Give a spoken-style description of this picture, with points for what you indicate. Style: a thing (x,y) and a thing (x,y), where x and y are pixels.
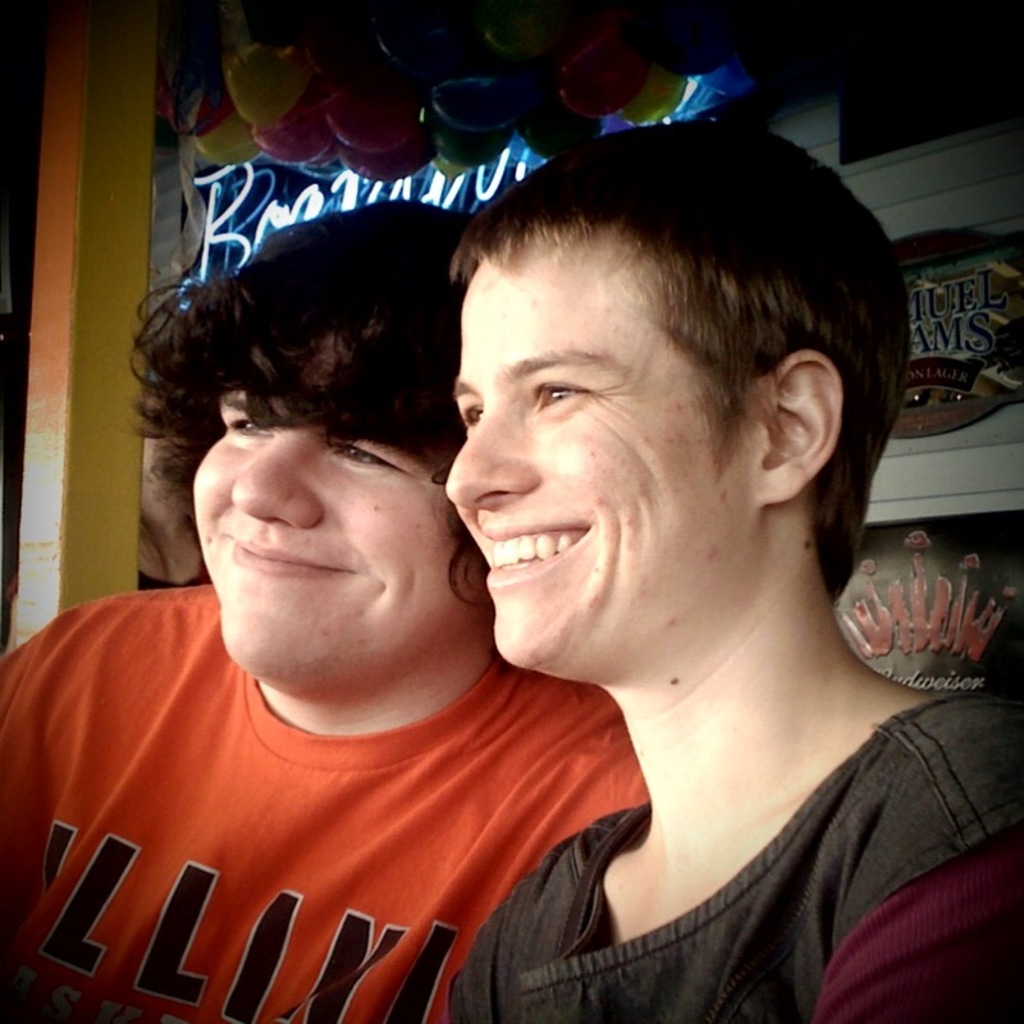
In this picture there are two persons (443,826) smiling. At the back (957,416) there are posters (960,381) on the wall (960,381) and there is text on the posters (910,604) and there are balloons (394,24) and there is a pole (137,181) and there is text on the wall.
